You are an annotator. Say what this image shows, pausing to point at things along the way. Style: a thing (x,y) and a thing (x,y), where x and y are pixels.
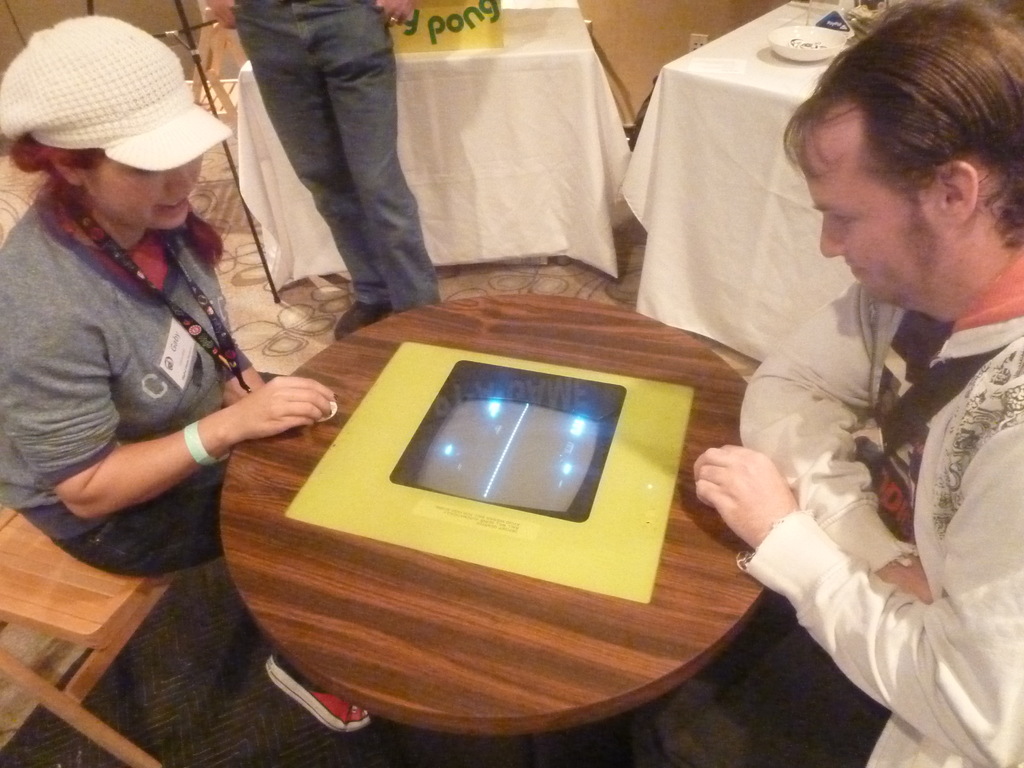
In this picture we can see three persons (79,288) where two are sitting and playing on table (388,513) and beside to them man (369,87) standing leaning to the table (555,103) and on table (748,50) we can see bowl (816,60), glass (831,8), poster (492,40).
